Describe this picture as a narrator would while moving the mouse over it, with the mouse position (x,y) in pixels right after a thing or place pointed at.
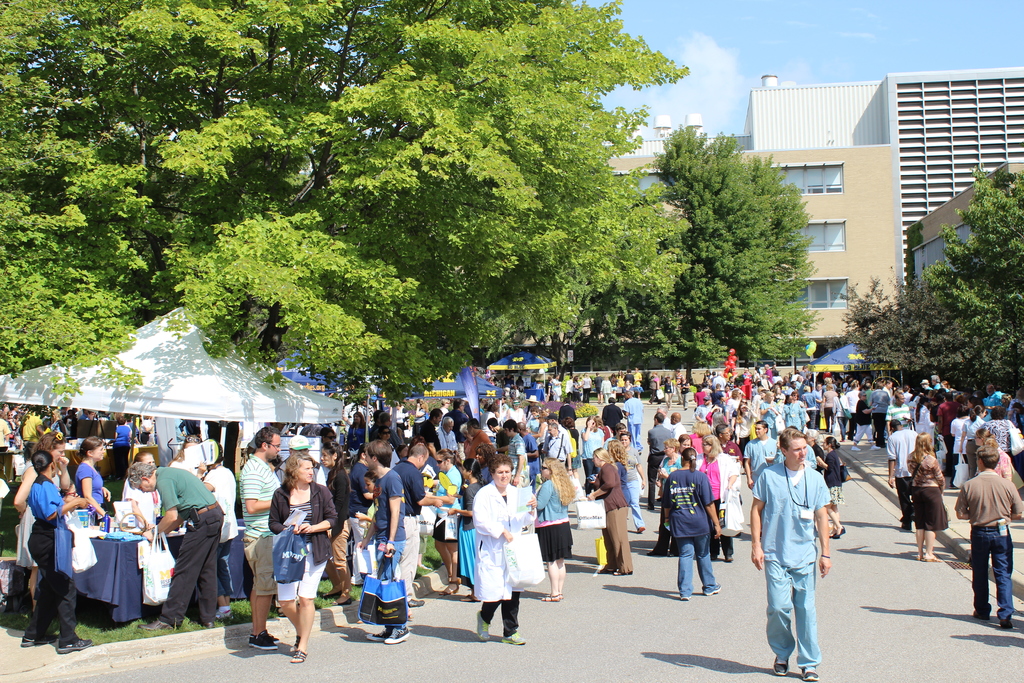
In this image we can see people (389,556) walking. On the left (255,359) there are tents (443,389) and we can see trees (1013,305). In the background (857,121) there is a building (853,140) and sky (749,42). At the bottom (583,582) there is a road (649,572).
